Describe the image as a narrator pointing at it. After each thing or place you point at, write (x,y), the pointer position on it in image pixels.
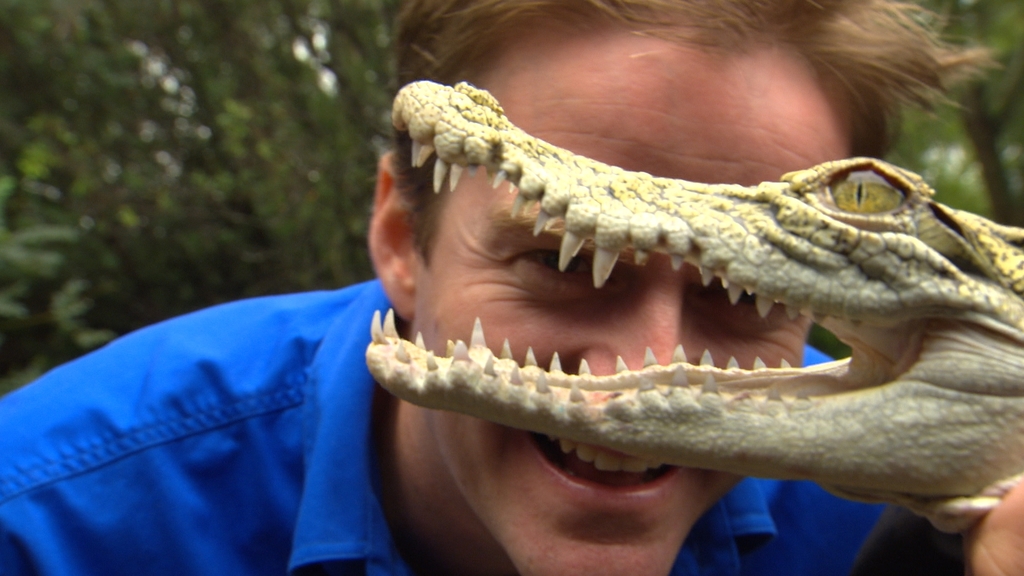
In this image I can see an animal (923,392) which is in cream and green color and I can see the person (287,405) and the person (263,428) is wearing blue color dress (237,425). In the background (309,114) I can see the trees (95,181) in green color.
